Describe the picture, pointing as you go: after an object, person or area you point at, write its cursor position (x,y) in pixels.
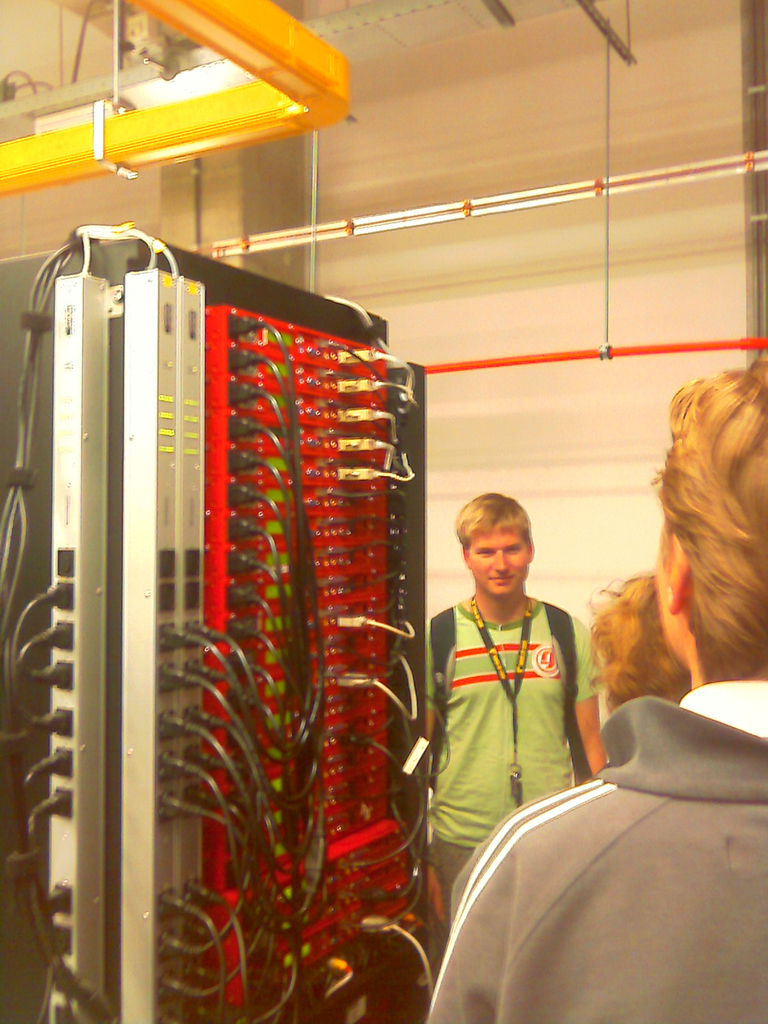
In this image I can see three persons (595,697) are standing on the floor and wires board (294,651). On the top (620,148) I can see a rooftop (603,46), wall (401,207) and pipes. This image is taken in a hall (411,461).
